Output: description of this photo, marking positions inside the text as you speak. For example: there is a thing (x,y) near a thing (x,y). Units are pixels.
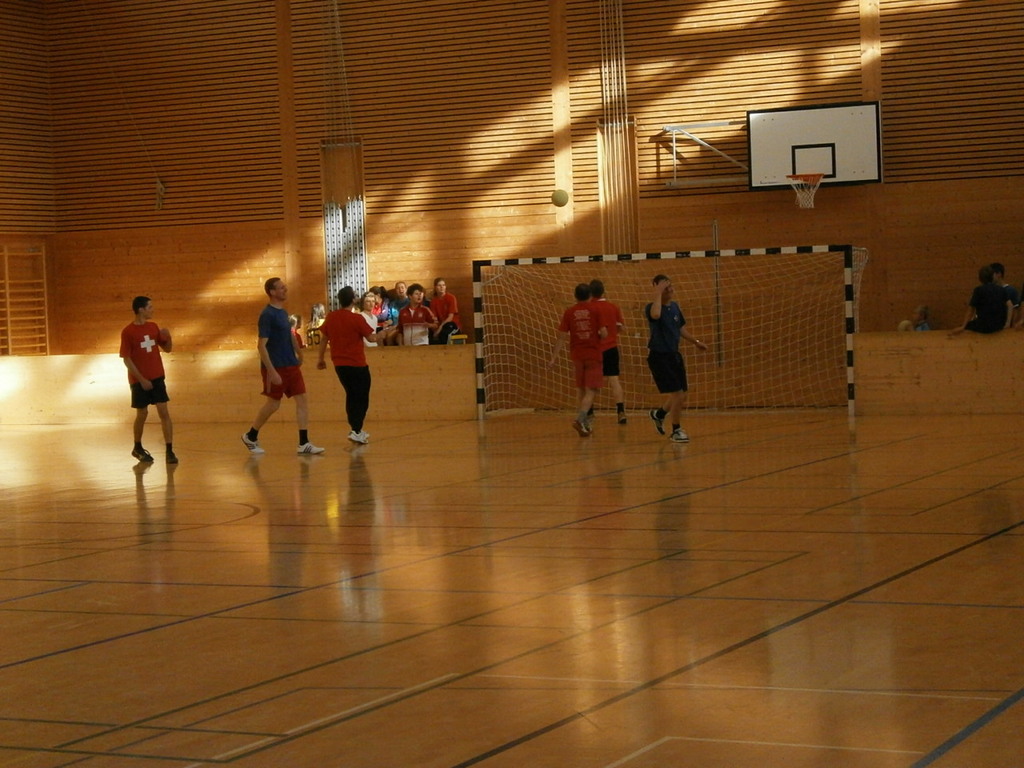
In this image there are a few people (669,306) standing on the floor (638,551) and there are a few people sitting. There is a net (646,271), basketball court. There is a wall (66,339), ladder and a ball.
